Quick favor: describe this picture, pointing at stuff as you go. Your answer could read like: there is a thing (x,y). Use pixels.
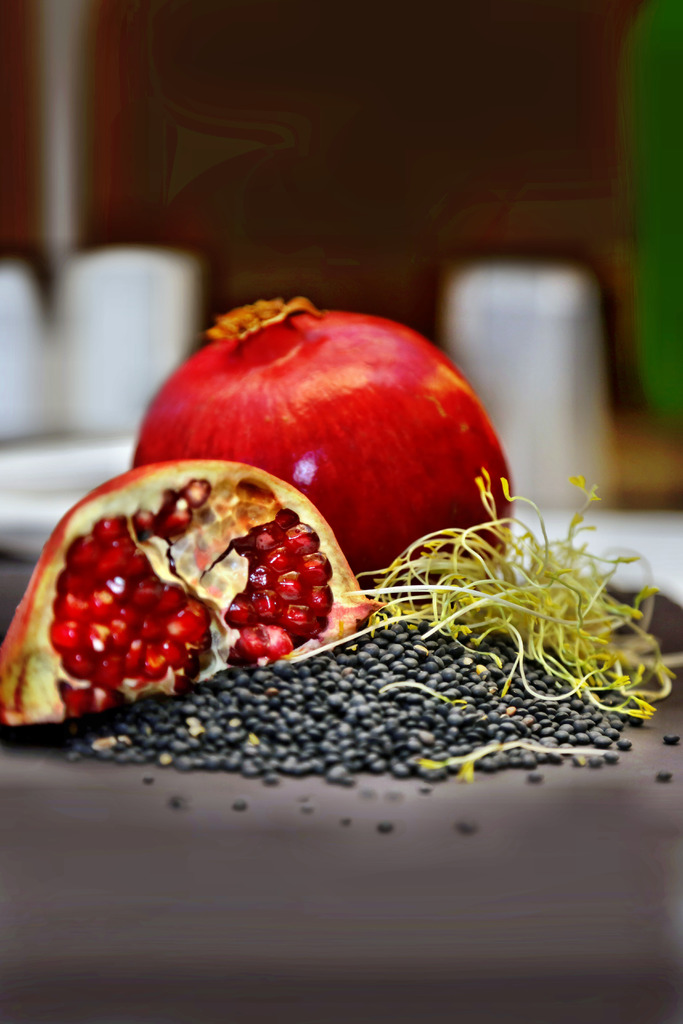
These are the 2 pomegranates (324,493) and in the down side these are the black color grains (384,712).
